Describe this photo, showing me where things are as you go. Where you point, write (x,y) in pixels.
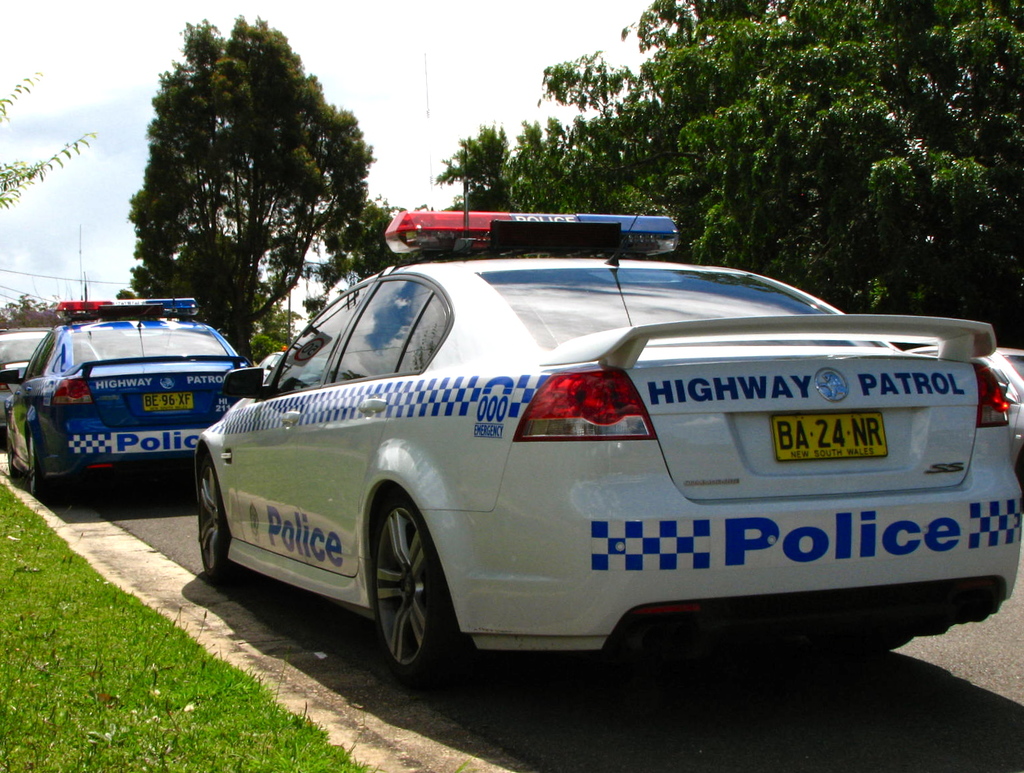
In this image I can see few vehicles (513,422). In front (674,538) the vehicle (554,489) is in white and blue color, background (918,123) I can see trees (829,113) in green color and the sky (423,100) is in white color.
